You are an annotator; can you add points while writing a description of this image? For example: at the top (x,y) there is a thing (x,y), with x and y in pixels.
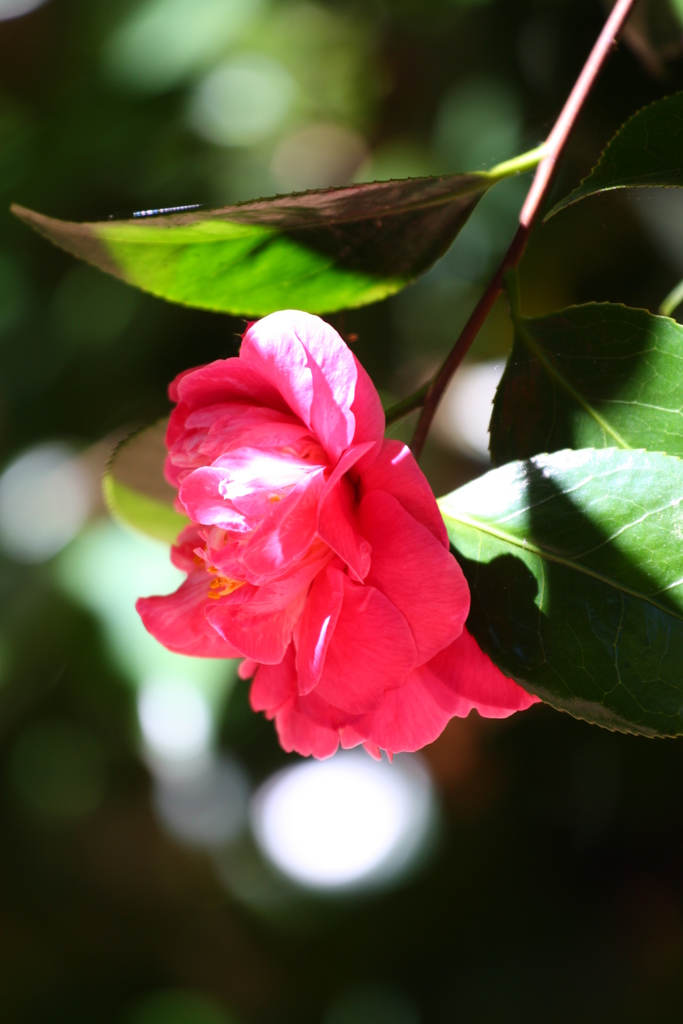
In this image we can see a flower (416,680), leaves (437,208) and stem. In the background (104,147) the image is blur.
